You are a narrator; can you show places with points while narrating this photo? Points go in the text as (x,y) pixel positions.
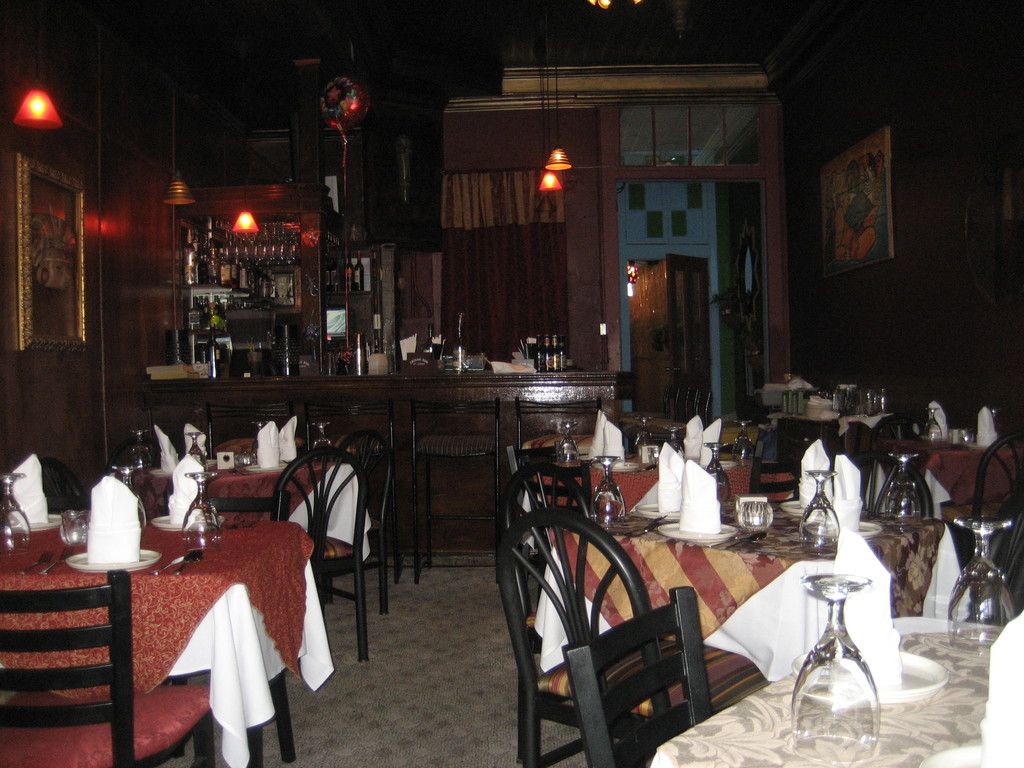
In this image I can see few tables (235,572) and on the tables (223,582) I can see few plates (141,560), few glasses (195,508), few tissues (109,521) and few other objects (63,527). I can see few chairs (122,689) which are black in color around the tables (347,515). In the background (530,166) I can see the wall (925,147), few photo frames (843,189) to the walls (2,213), few lights (238,228), few racks (215,251) with bottles (225,274) in it, the curtain (515,272) and the door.
